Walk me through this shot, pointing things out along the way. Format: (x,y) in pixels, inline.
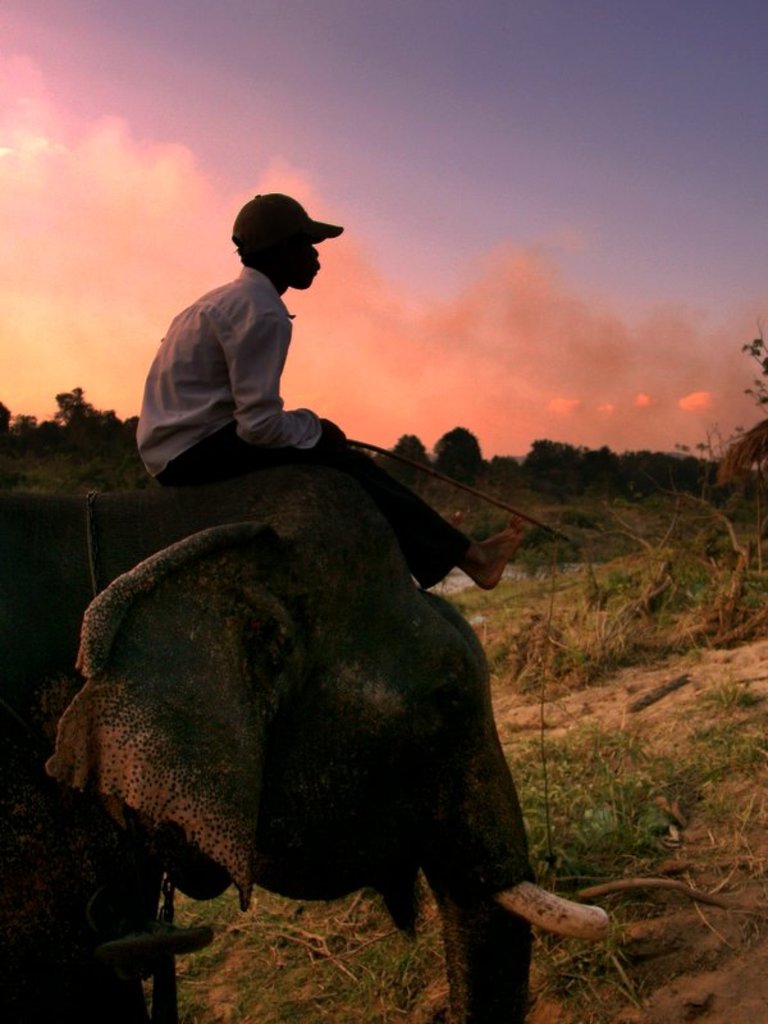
This picture shows a man (261,466) seated on an Elephant head (258,479) and we see few trees (478,453) around and a cloudy Sky (378,225).
